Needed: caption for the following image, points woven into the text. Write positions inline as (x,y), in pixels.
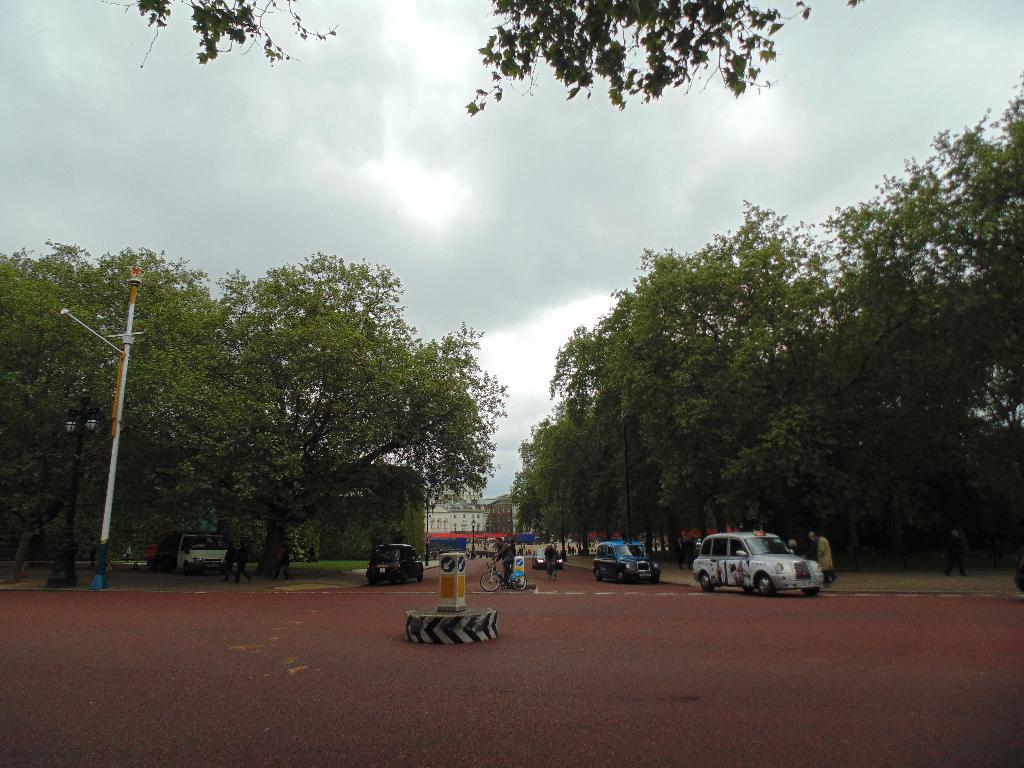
In this image I can see few vehicles (610,556) on the road (427,746). I can also see a person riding bicycle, background (947,503) I can see trees (564,357) in green color, a light pole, an electric pole (118,377) and the sky (445,189) is in white color.
